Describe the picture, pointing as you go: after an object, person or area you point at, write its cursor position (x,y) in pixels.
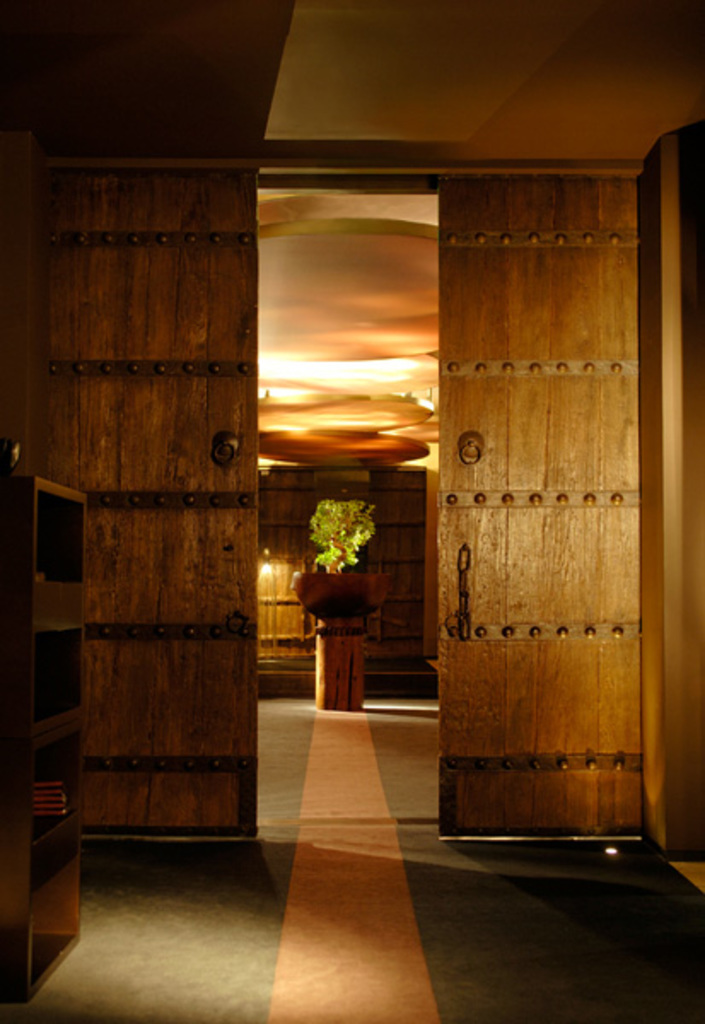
In this picture we can see a rack (10,492) on the floor (358,882), doors (88,680), houseplant (312,580) and in the background (310,667) we can see some objects (381,323).
